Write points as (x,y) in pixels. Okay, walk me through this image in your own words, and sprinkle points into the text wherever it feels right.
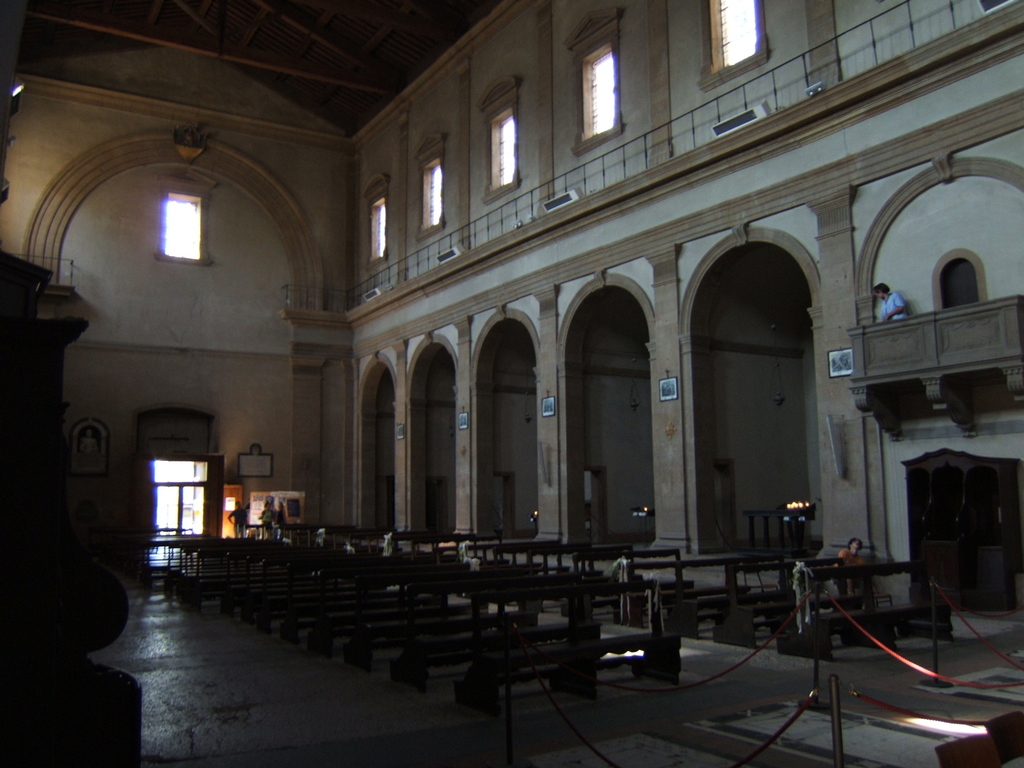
In this image there are benches (457,564). There are safety poles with ribbon (864,697). To the right side of the image (688,353) there are pillars (474,448). There is a person (884,321) standing in balcony (908,351). In the background of the image (74,474) there is wall (121,430). There is a door (156,494). At the bottom of the image (261,709) there is floor (290,707). At the top of the image (294,20) there is ceiling (328,20). To the right side of the image (715,52) there are windows (437,193).
